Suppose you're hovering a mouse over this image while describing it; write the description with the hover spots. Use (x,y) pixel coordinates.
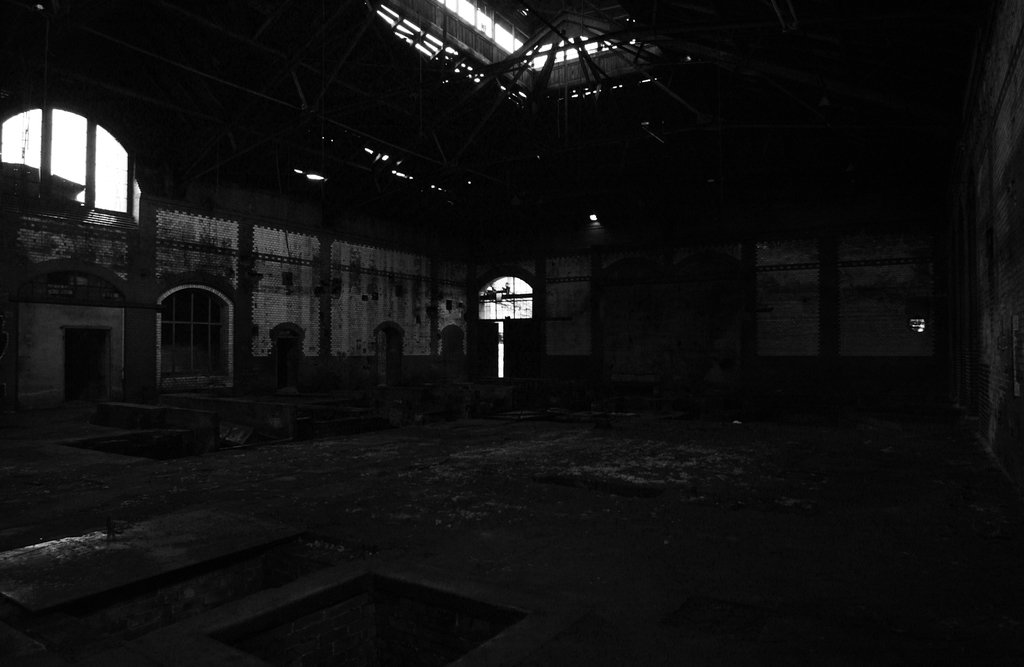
In this image I can see walls (450,311), windows (512,297) and some other objects (538,406) on the ground (393,527). This image is dark.
